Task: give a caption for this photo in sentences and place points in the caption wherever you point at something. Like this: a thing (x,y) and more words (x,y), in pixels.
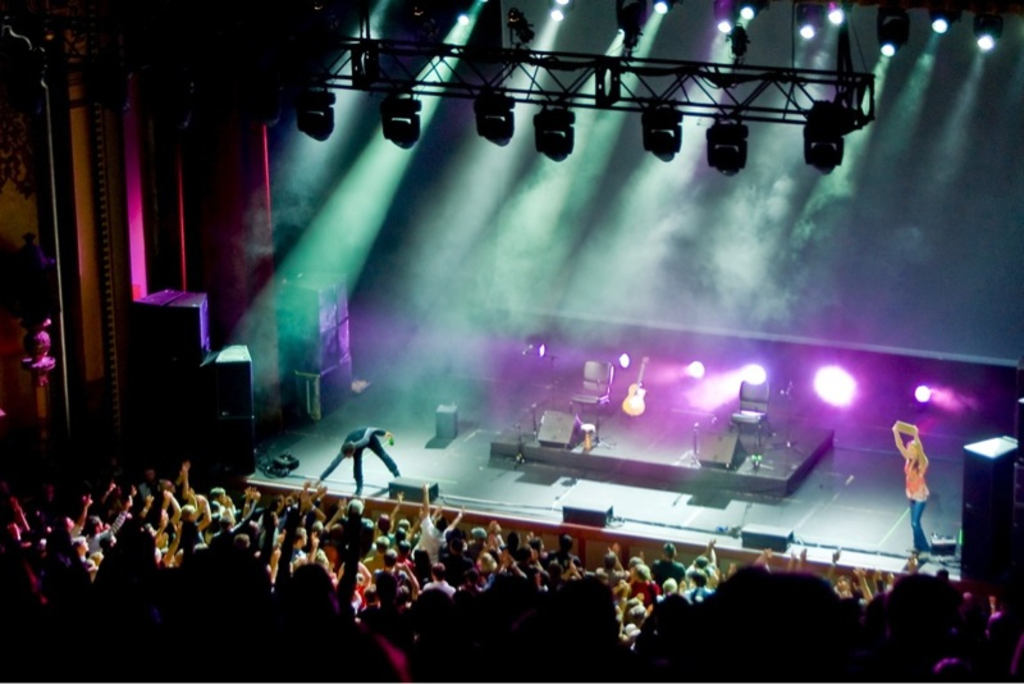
In this image we can see two people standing on the stage (693,491). A woman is holding a cardboard sheet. We can also see a guitar (629,412), lighting (705,401), music instruments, speakers (327,338), smoke (467,260) on the stage (710,425). On the left side (263,550) we can see a crowd (248,597).
